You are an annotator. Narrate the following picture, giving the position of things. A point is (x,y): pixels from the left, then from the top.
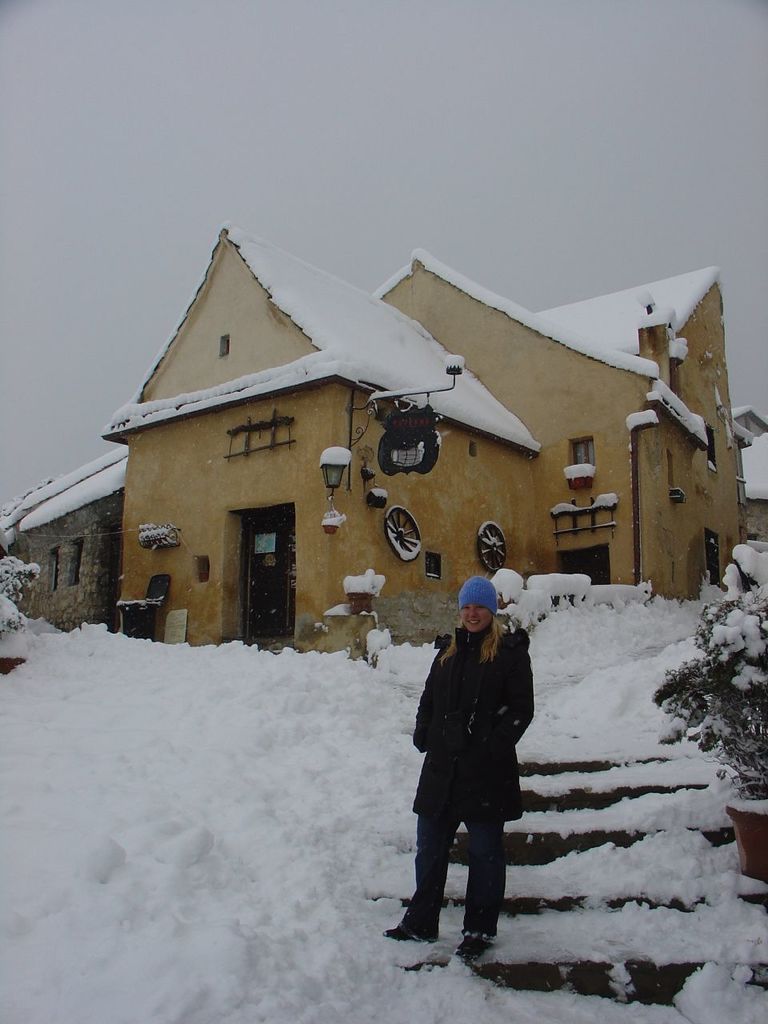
In this image I can see a woman (416,717) is standing, I can see she is wearing black dress (482,796) and blue colour cap (467,603). I can also see snow (208,792), stairs (592,951), few plants (759,799) and a cream colour building (312,512).
